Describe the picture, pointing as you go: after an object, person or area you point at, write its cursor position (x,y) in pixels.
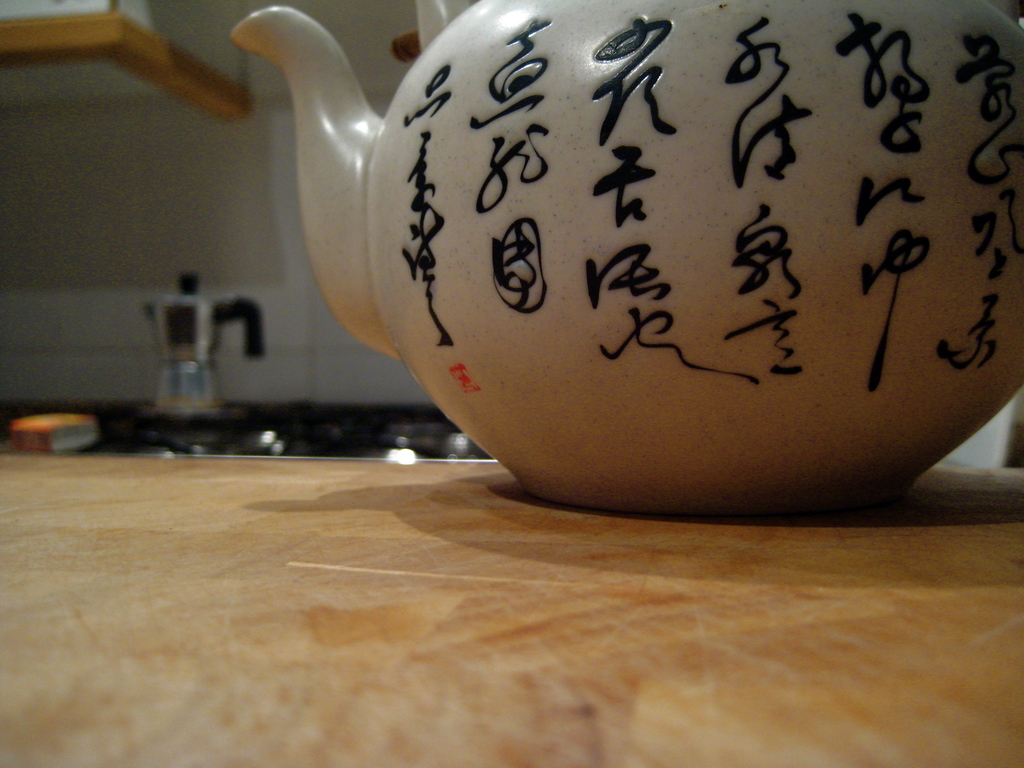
As we can see in the image there is a white color wall (113,218), coffee pot (186,311) and table (178,580). On table (365,619) there is tea pot (578,319).
